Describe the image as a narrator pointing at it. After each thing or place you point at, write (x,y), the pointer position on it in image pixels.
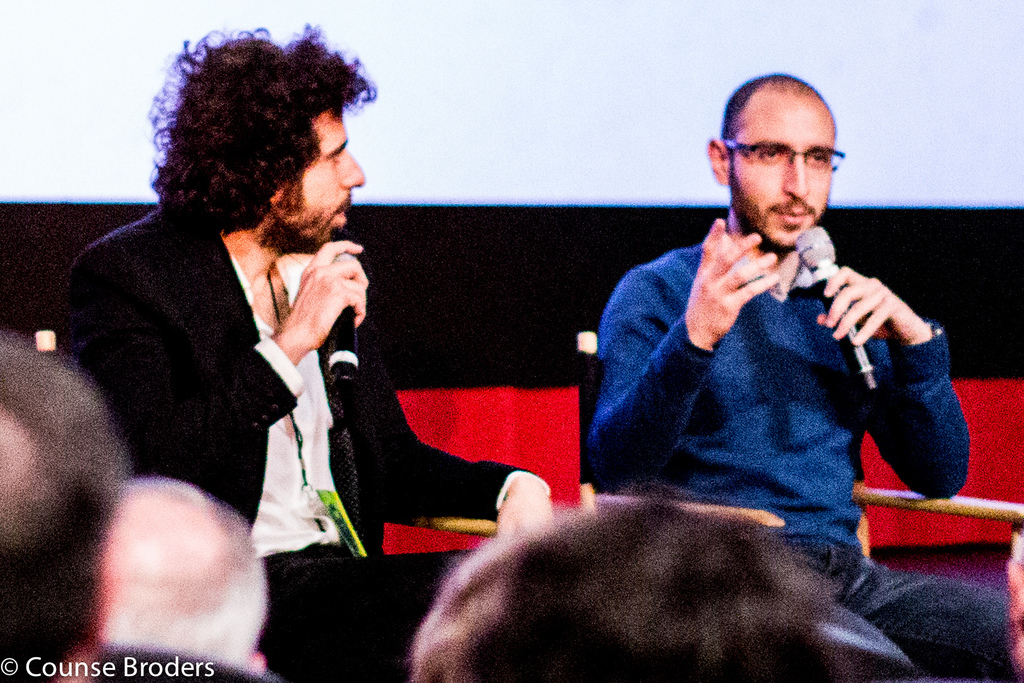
In this picture we can see two persons (208,267) sitting on chair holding mics (821,246) in their hands (327,281) and talking and in front of them there are some people (506,543) and in background (132,65) we can see wall (640,74).
